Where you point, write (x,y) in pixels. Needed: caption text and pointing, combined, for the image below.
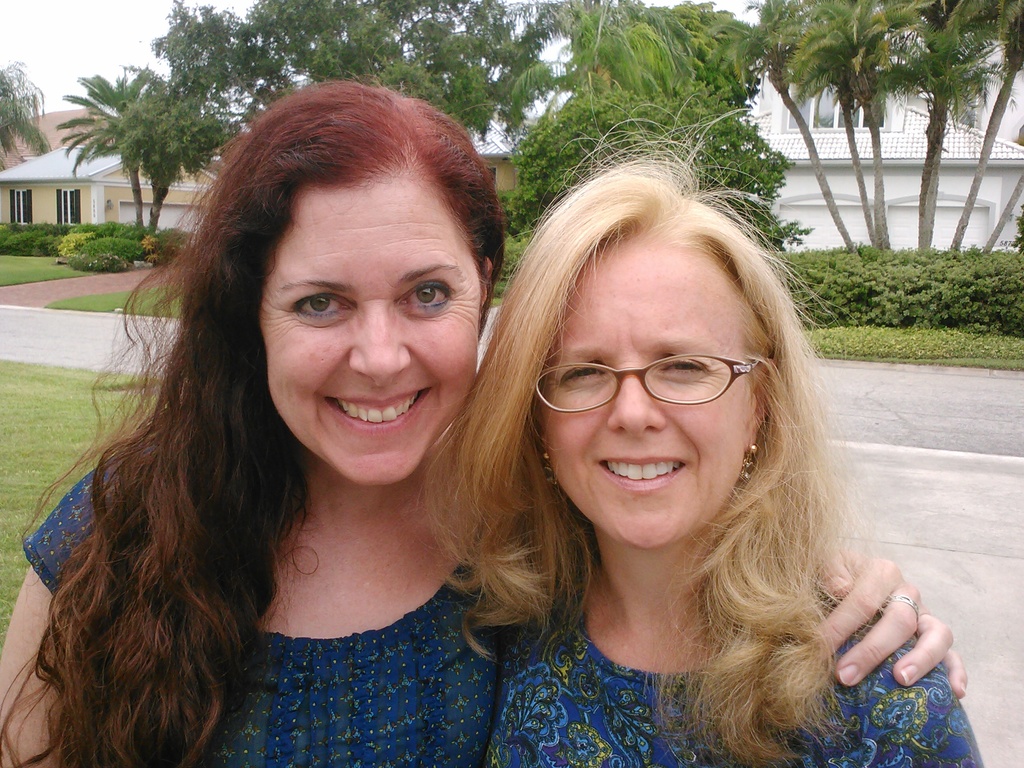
In this picture I can observe two women (234,497). Both of them are smiling and wearing blue color dresses (402,682). One of them is wearing spectacles (555,394). In the background (324,42) I can observe trees (507,113), plants (507,206) and some houses (105,190).
